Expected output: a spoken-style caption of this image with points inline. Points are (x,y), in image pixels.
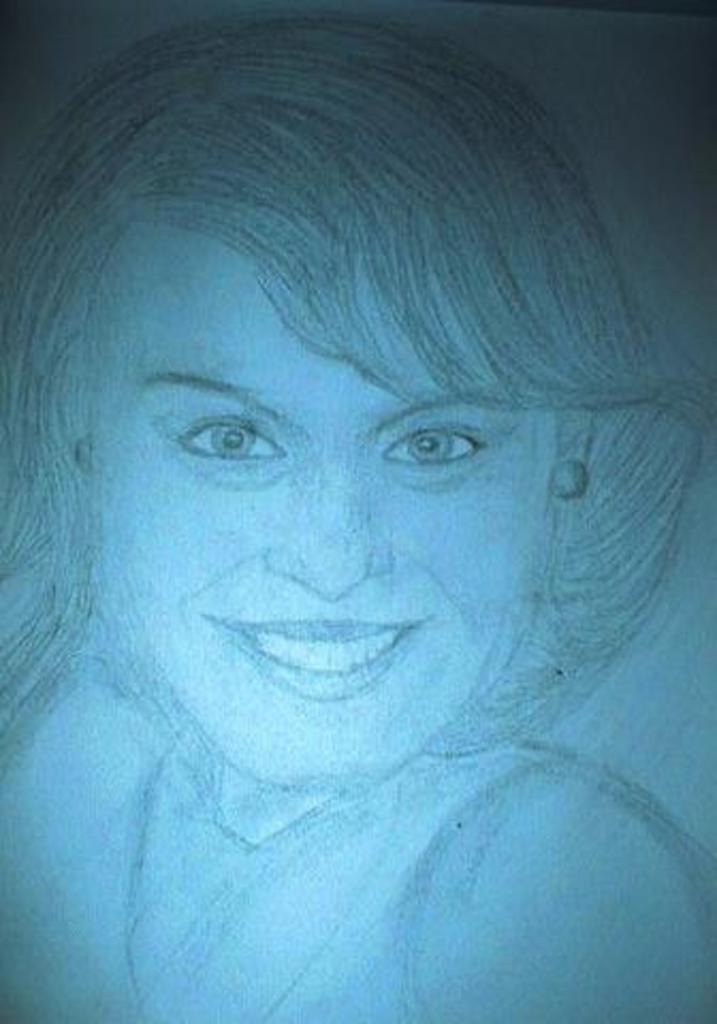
In the picture we can see sketch (342,591) of a person (373,664).
